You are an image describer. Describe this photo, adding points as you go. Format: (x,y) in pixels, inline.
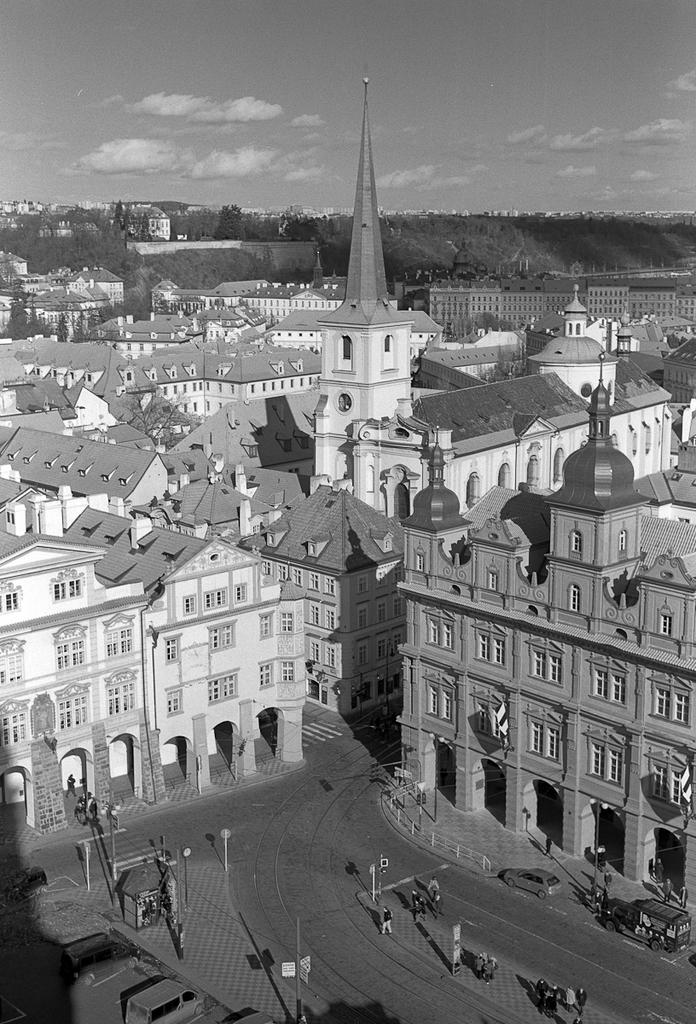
In this black and white image there are buildings (373,385) and trees (12,287), there are a few vehicles (165,997), a few people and poles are on the road (351,945). In the background (330,132) there is the sky (427,116).
